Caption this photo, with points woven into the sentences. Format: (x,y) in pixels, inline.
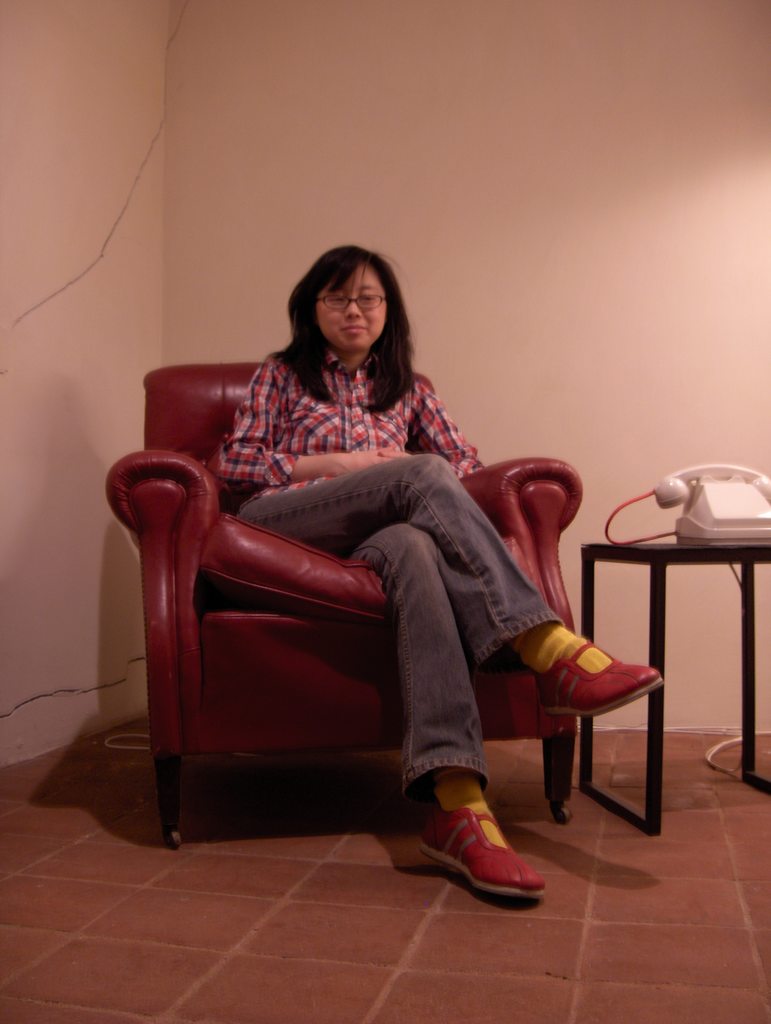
In the image we can see there is a woman (477,579) who is sitting on a red colour chair (167,466) and beside her there is a telephone (715,510) on the table (658,614).
